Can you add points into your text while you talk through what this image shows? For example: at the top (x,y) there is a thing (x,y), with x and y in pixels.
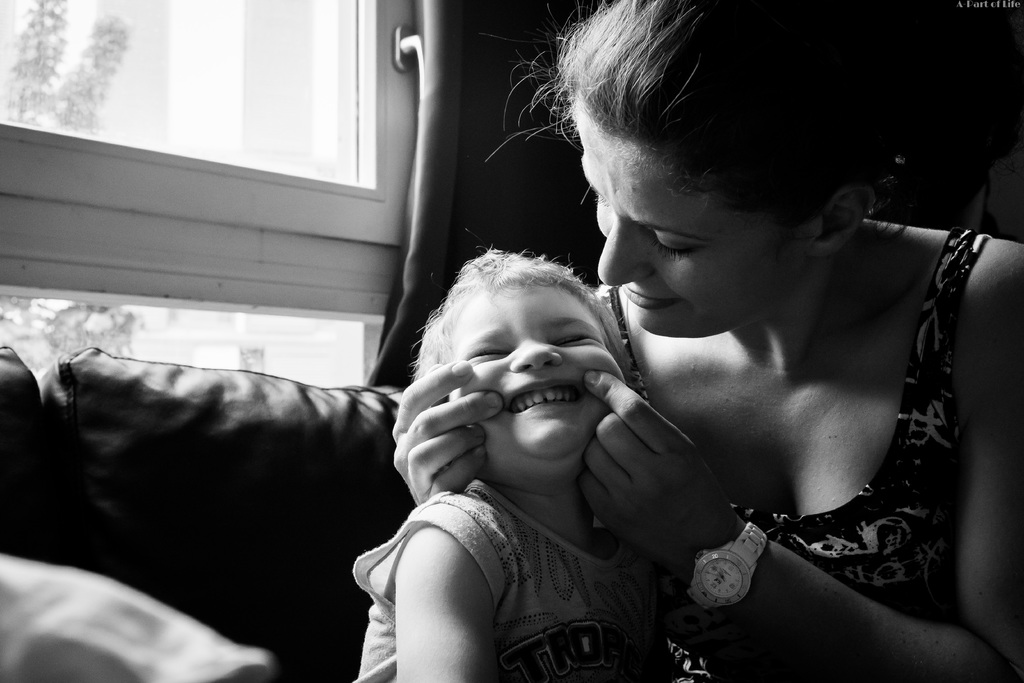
This is a black and white pic. On the right side (770,151) a woman (733,265) is pinching the cheeks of a kid (562,547) who is beside her. On the left side (135,606) we can see pillows (83,392), window glass doors (134,247) and a curtain (424,228). Through the window glass doors (287,217) we can see trees (124,38).
